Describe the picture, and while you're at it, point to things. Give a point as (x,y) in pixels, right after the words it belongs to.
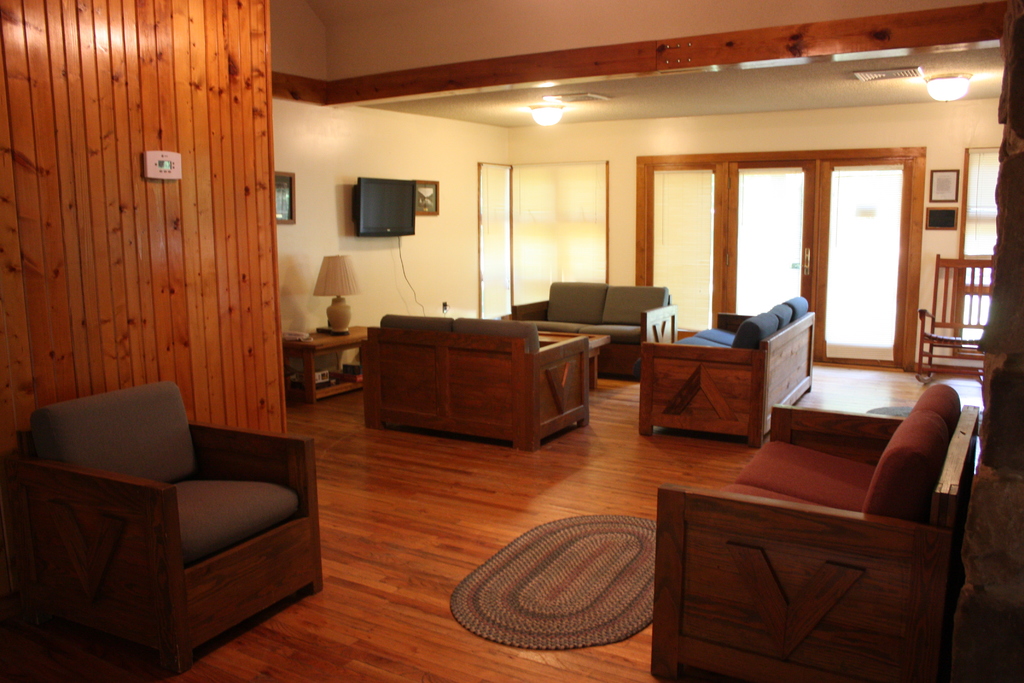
In this image i can see few couches (693,381) and mat (586,554). In the background (789,261) i can see glass doors (794,240), lights (945,95) to the ceiling (899,90) and a television screen (376,219).
